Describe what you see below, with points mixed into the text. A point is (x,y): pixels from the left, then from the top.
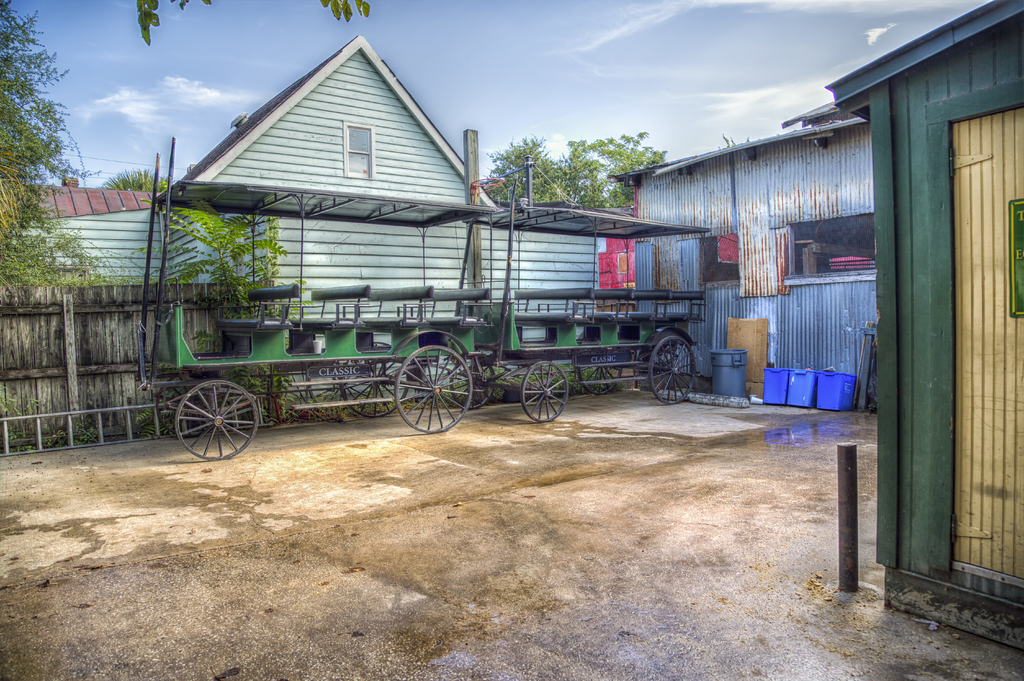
In this image there are few vehicles (208,412) on the floor (787,409) having buckets (799,397) and a dustbin (728,380). Left side (12,365) there is a fence (74,377). Background (130,256) there are houses (363,225) and trees (19,243). Top of the image (616,60) there is sky (699,67).
